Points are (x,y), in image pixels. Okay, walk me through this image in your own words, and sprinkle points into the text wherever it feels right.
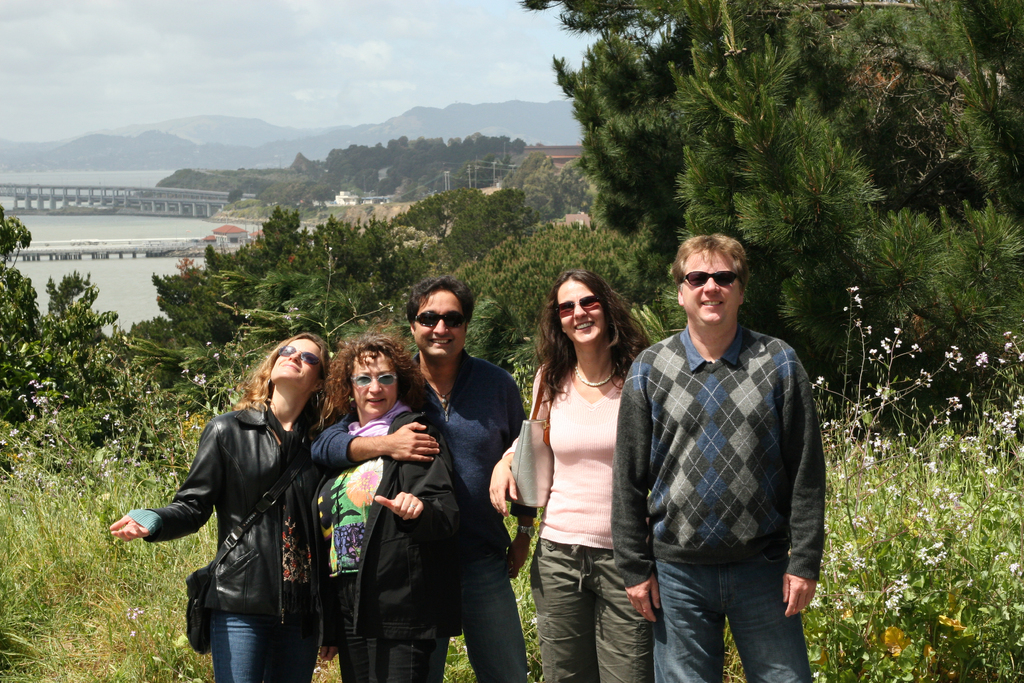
In this image there are people (321,528) standing on the land (83,657). Left side (292,634) there is a woman (262,610) carrying a bag (203,602). They are wearing goggles (384,379). Behind them there are plants (28,478) having flowers (898,638). Left side (90,196) there are bridges (41,249) on the river (99,223). Left side (108,161) there are hills (85,168). Background (605,198) there are trees (276,239) and buildings (255,234). Top of the image (270,109) there is sky (229,70).
